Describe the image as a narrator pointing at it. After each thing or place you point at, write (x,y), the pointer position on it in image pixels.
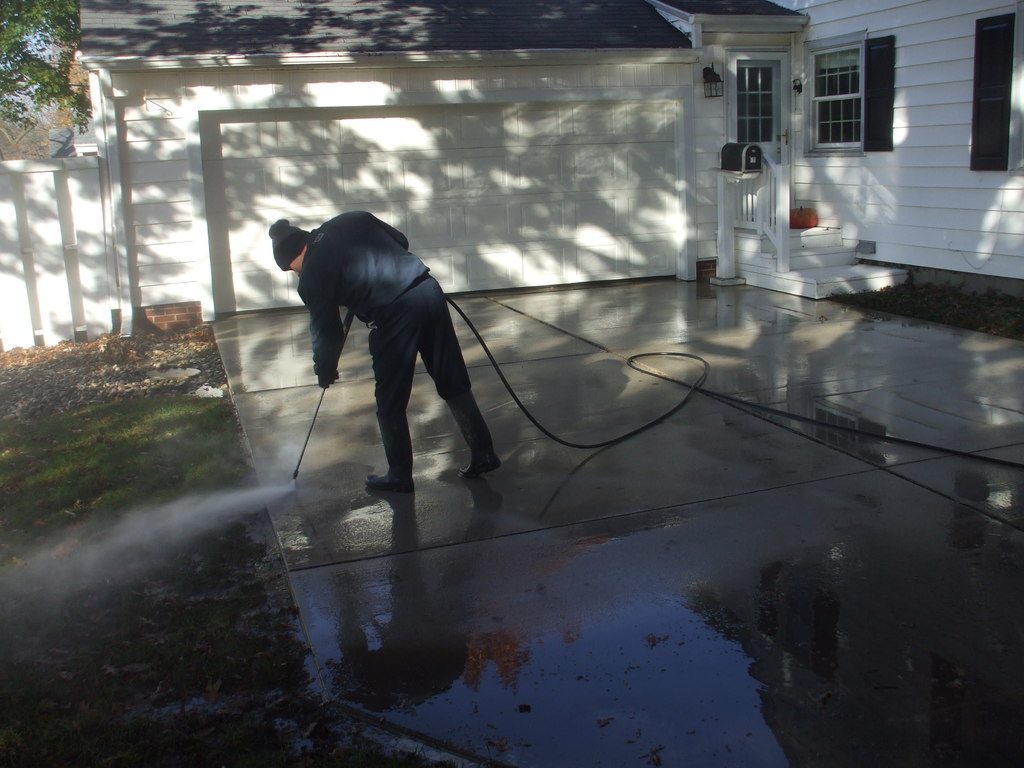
A person (414,344) is standing wearing a beanie (280,228) and holding a pipe (343,330). He is washing the driveway (269,469). There is a tree (62,70) at the left (52,79) back. There is a white building (475,160) behind him. It has railing (766,195), stairs (801,245) and windows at the right (823,246) back.
